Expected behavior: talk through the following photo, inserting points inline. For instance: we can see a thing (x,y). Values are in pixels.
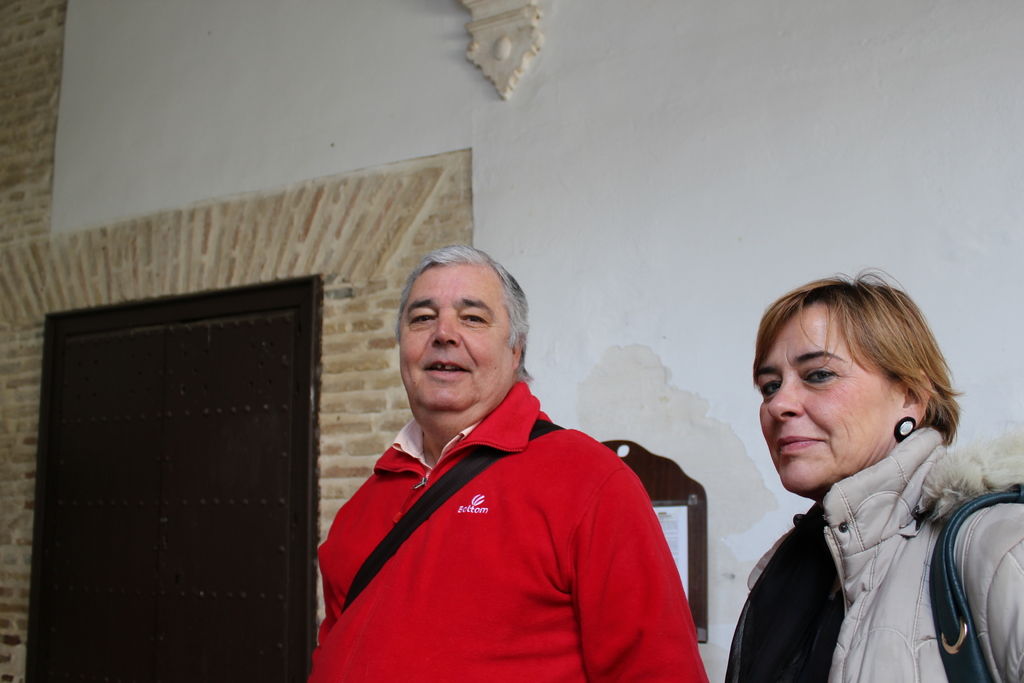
In this image I can see two persons (923,600) are standing. In the background (783,223) I can see the wall (648,178) which is brown and white in color, a board (667,486) attached to the wall (719,509) and the door (79,484).
